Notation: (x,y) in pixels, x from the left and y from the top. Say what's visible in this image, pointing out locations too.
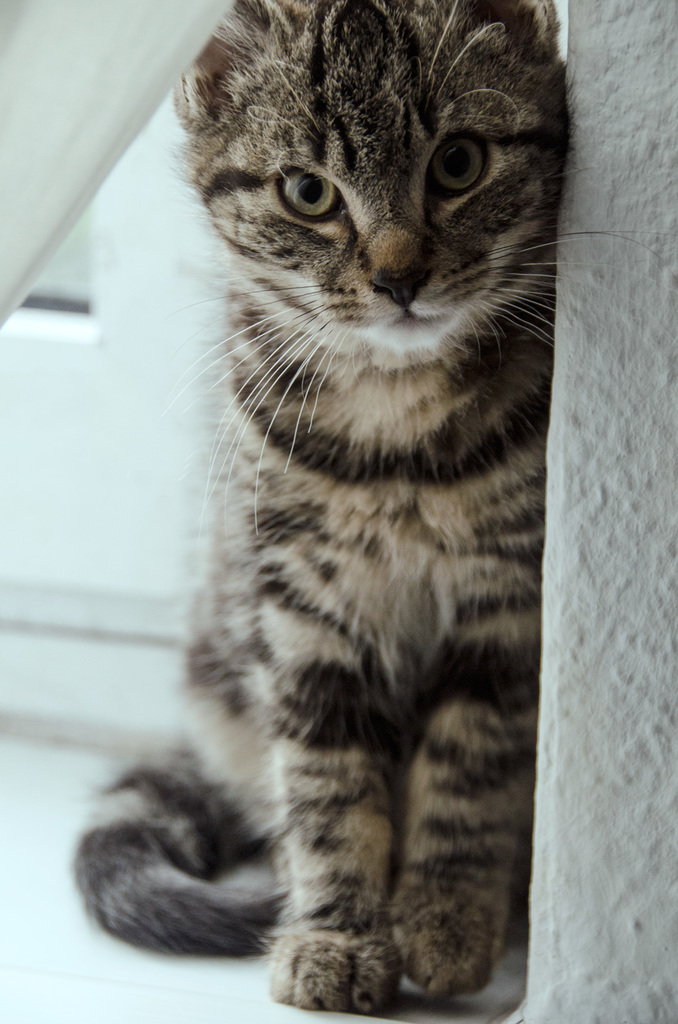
In this image I can see the white wall (670,29) and I can see a cat (231,531) which is of white and black color.
